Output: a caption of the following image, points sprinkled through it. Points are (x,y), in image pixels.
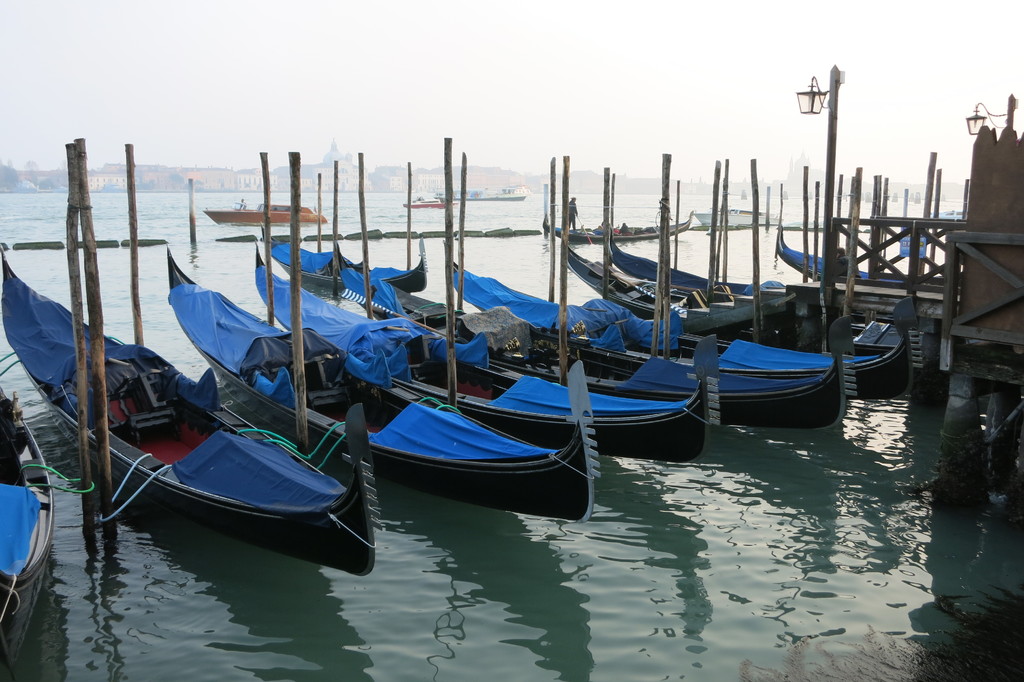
In this image we can see a group of boats (408,333) in the water (200,596). We can also see some wooden poles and the ropes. On the right side (818,283) we can see the deck (947,487) with a wooden fence (949,292) and some street lamps (812,104) to the poles (837,88). On the backside (855,94) we can see a barrier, a group of buildings (481,173) and the sky (415,111) which looks cloudy.
